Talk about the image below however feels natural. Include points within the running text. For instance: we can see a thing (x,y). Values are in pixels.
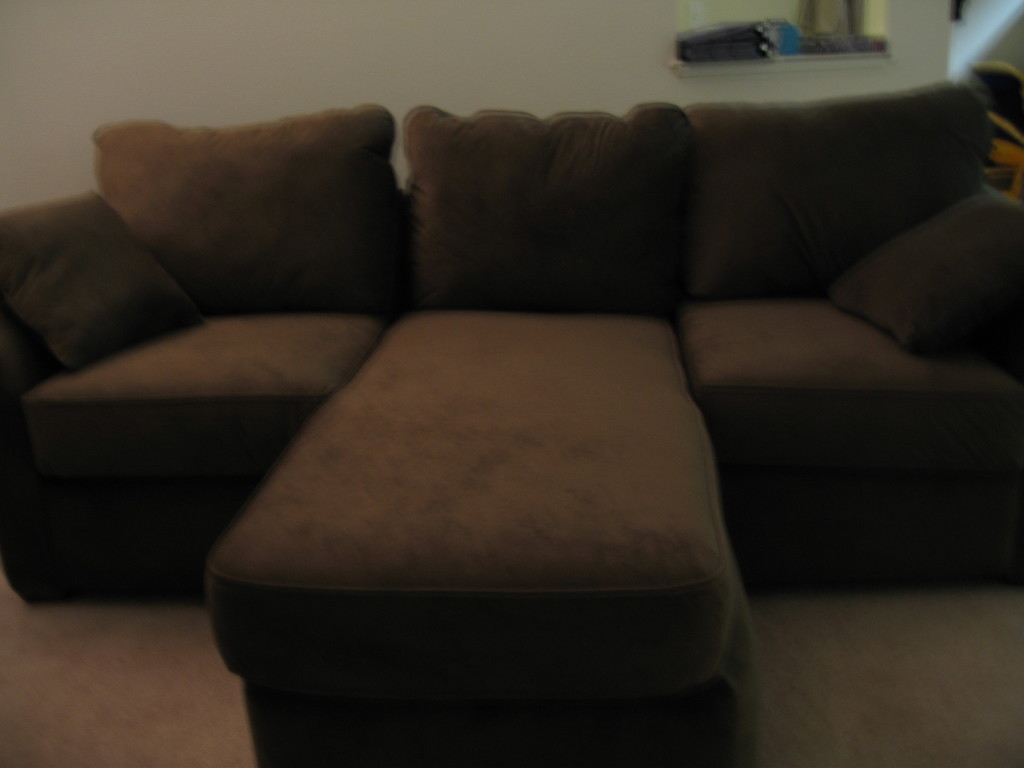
As we can see in the image there are sofas (374,294) and a wall (338,22).
